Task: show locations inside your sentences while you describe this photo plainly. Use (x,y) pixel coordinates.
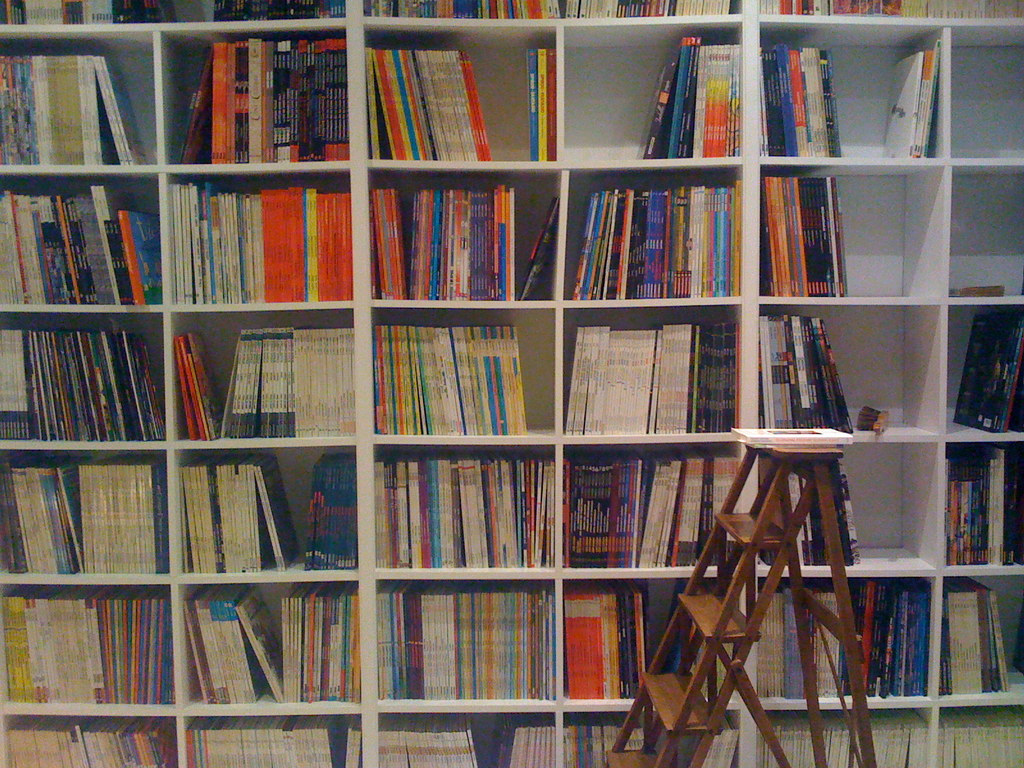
In this image, I can see the books (81,151), which are kept in the book shelves (466,707). I think this is the ladder (791,456) with a book (782,447) on it.
